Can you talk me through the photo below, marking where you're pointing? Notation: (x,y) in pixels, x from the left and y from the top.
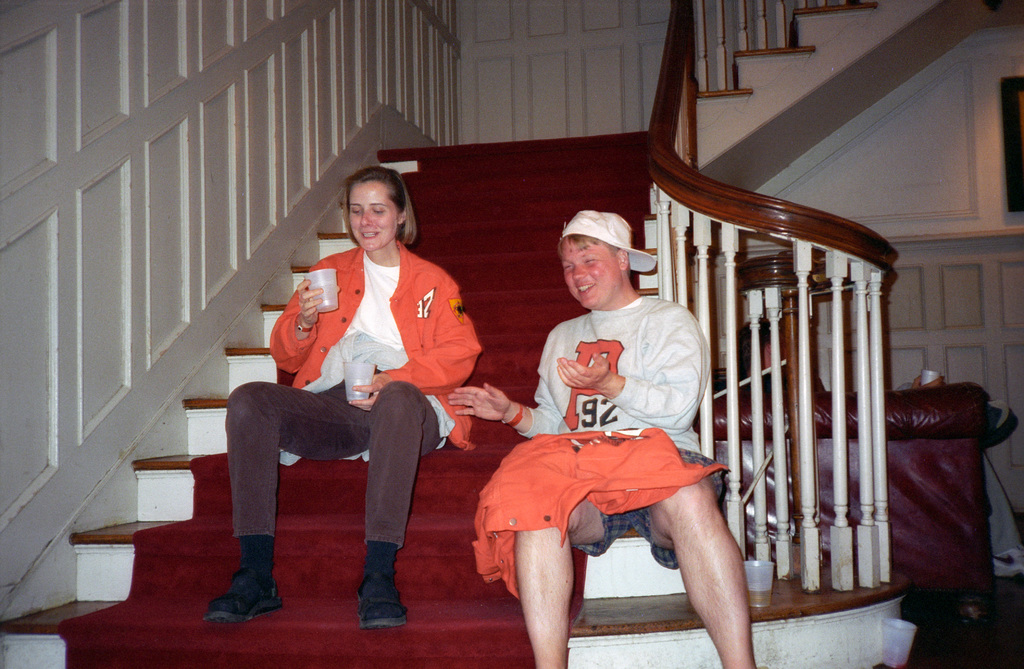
In the image there are two people (467,360) sitting on the stairs (483,226) inside a house (510,200), both of them are talking to each other and in the left side (320,334) there is a woman (385,356), she is holding glasses (350,372) with her hands (370,390). Behind the stairs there is a sofa set (931,410) and some person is sitting on the sofa (918,393).
